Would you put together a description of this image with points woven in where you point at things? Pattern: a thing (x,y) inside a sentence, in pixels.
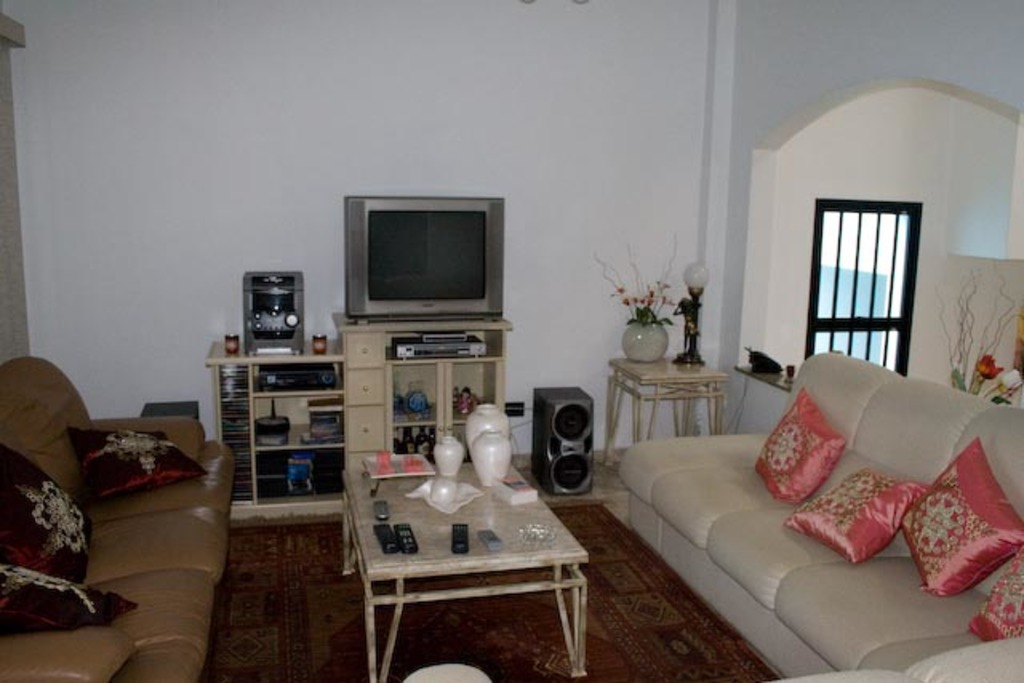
In this picture we can see sofas (978,649) with pillows (23,611) on it, carpet (325,604), tables (409,577), vases (496,452), remotes (454,540), television (402,285), speakers (587,410), window (848,291) and in the background (511,202) we can see the wall (445,149).
